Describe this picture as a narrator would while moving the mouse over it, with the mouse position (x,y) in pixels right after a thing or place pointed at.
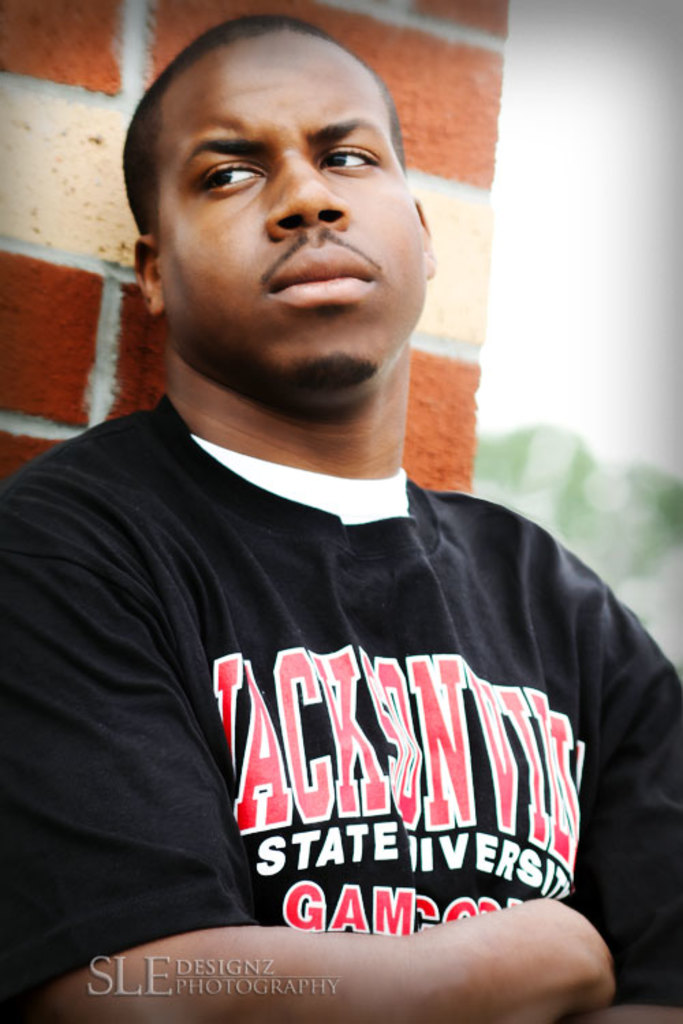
In this picture I can see a man (304,507) is wearing black color t-shirt (353,802). On the t-shirt (362,800) I can see something written on it. In the background (70,254) I can see brick wall (100,199). Here I can see a watermark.
